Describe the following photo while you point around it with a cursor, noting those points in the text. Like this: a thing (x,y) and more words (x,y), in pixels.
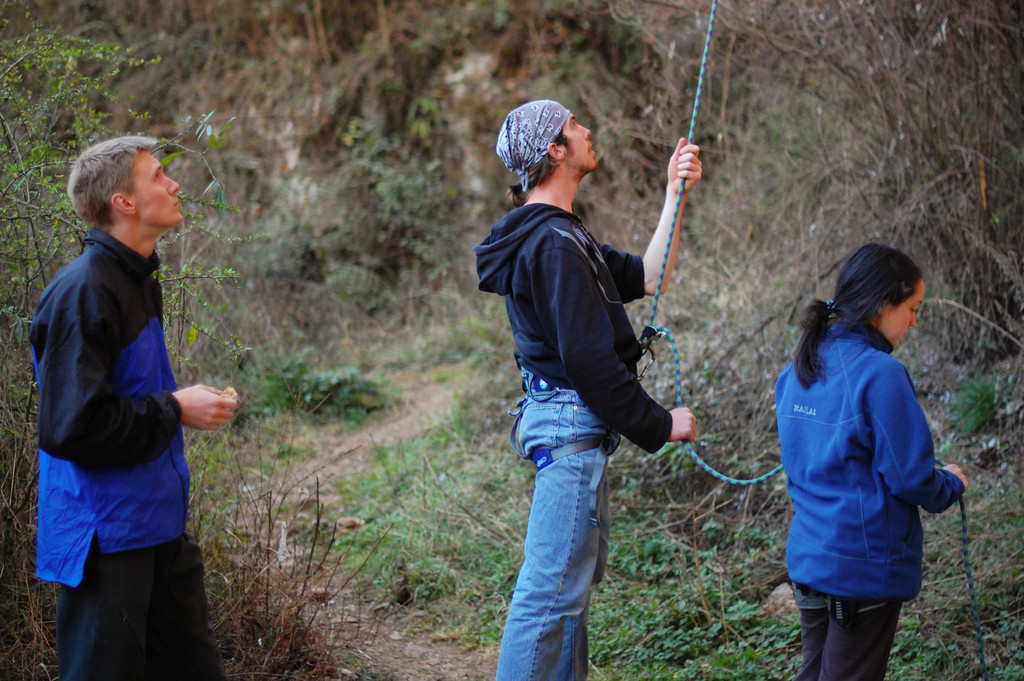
In this image I can see two persons (887,541) are holding a rope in hand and one person (132,574) is standing on grass (450,463). In the background (241,421) I can see plants (276,275), trees (806,141) and a mountain (281,100). This image is taken may be during a day.
